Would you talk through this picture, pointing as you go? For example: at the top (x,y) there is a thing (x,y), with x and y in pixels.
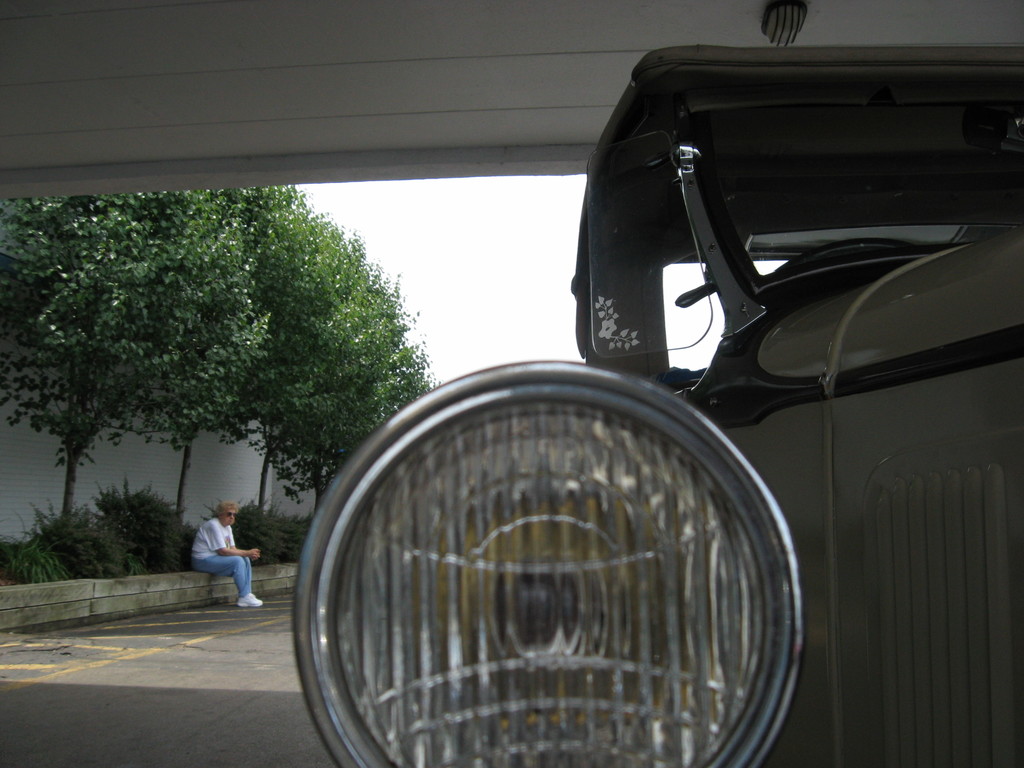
In this image I can see the vehicle (708,570). To the side of the vehicle (300,672) I can see the road (170,652). On the road (165,631) I can see the person (204,570) with white and blue color dress (198,555). In the back (133,287) there are many trees (272,313) and the sky (417,298).
